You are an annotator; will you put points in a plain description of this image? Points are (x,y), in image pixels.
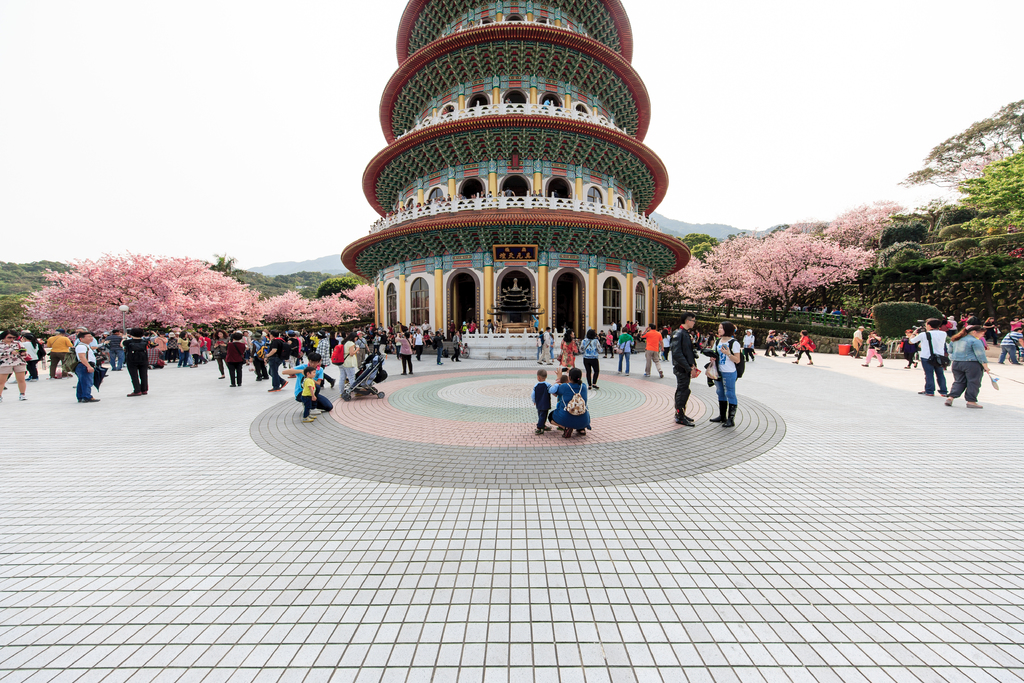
In this picture I can see group of people (551,411) among them some are standing and some are in a squat position. In the background (484,231) I can see building (493,131), trees (369,320) and the sky (733,171).
